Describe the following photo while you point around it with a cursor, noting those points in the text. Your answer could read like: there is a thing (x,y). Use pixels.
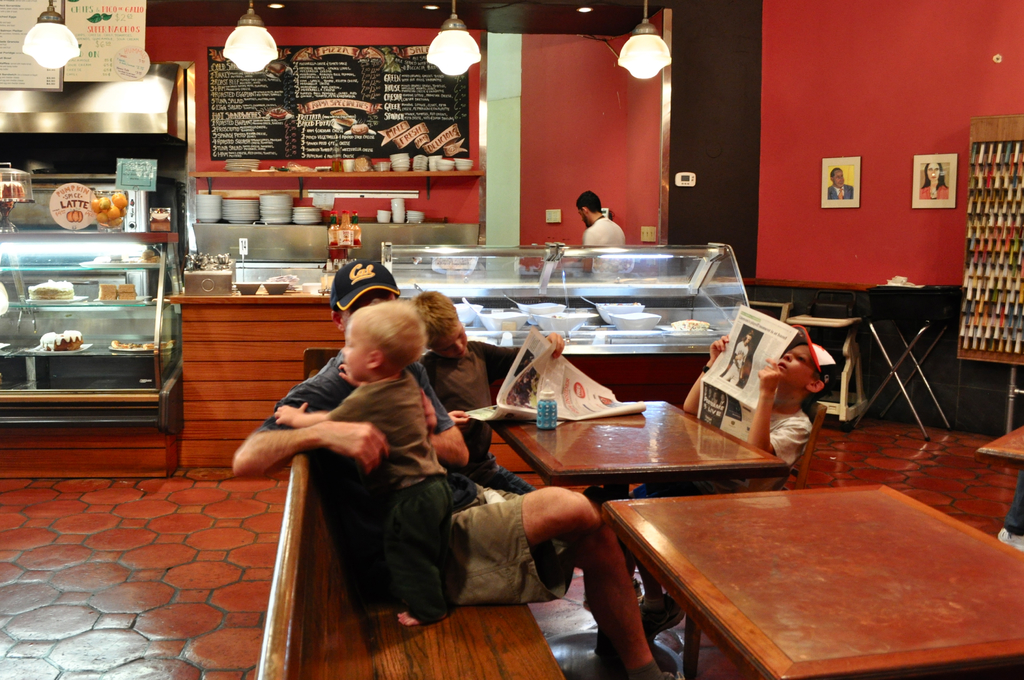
In this picture there is a man (492,523) sitting on the bench (419,639) in front of two tables (627,461), along with the three children (793,390). On the table (575,425) there is a paper (533,393) and a bottle (552,410) here. In the background (597,257) there is desk (588,268) and a man (600,238) standing. There are some food items (52,291) in the Shelf (46,277) and some plates (233,205) here. We can observe four lights (452,48) hanging from the ceiling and wall (767,101) here.
